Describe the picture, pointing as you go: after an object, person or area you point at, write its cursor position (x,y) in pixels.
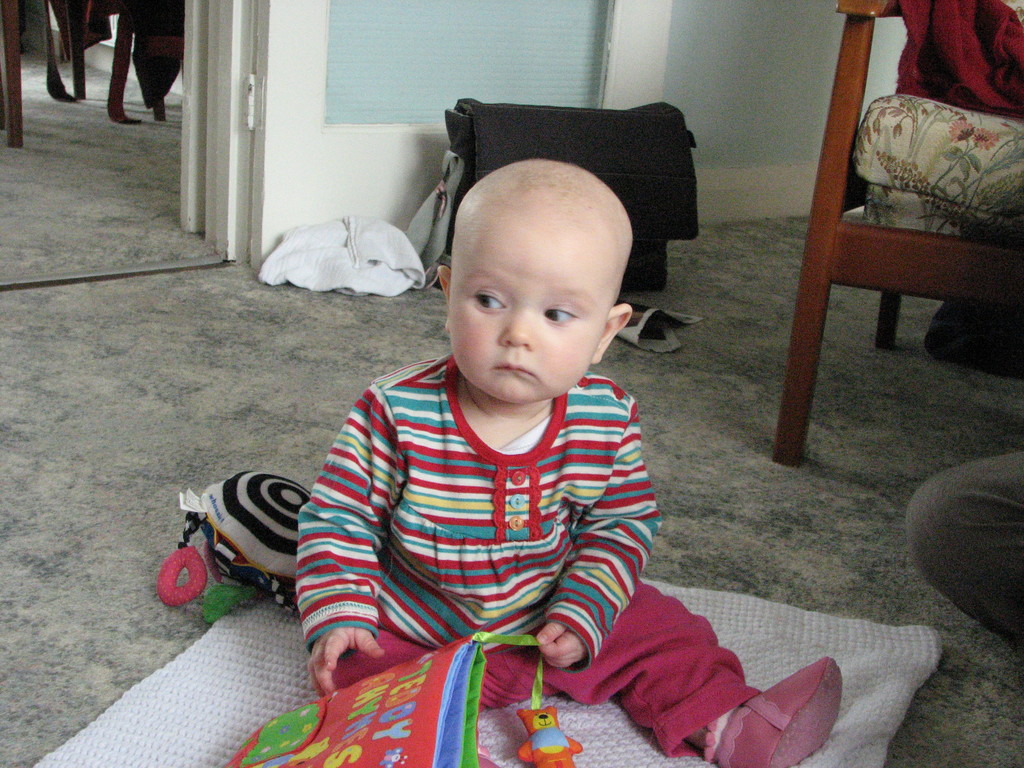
In this image we can see there is a kid (454,568) sat on the mat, in front of the kid (550,643) there are toys (388,692), beside the kid (586,634) there is another person (981,522) and there is a wooden chair (921,188) and there are few objects (386,222) placed on the floor (109,387). In the background (340,67) there is a wall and an open door (273,64). From the door (354,57), we can see some objects (71,49) in the next room (45,53).
